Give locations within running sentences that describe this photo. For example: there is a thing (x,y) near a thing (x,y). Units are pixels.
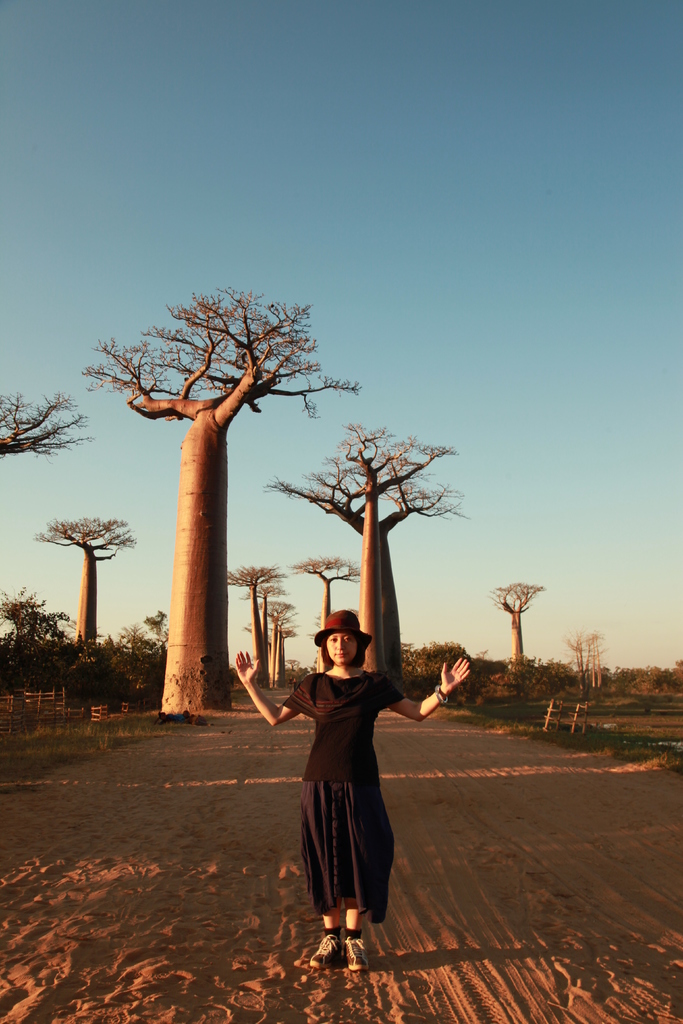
In this image we can see many trees (377,530) and plants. There are few objects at the left side of the image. There is a person (368,700) in the image. A person (360,698) wearing a hat (332,633). There is a mud road (557,910) in the image. We can see the sky (442,207) in the image.
